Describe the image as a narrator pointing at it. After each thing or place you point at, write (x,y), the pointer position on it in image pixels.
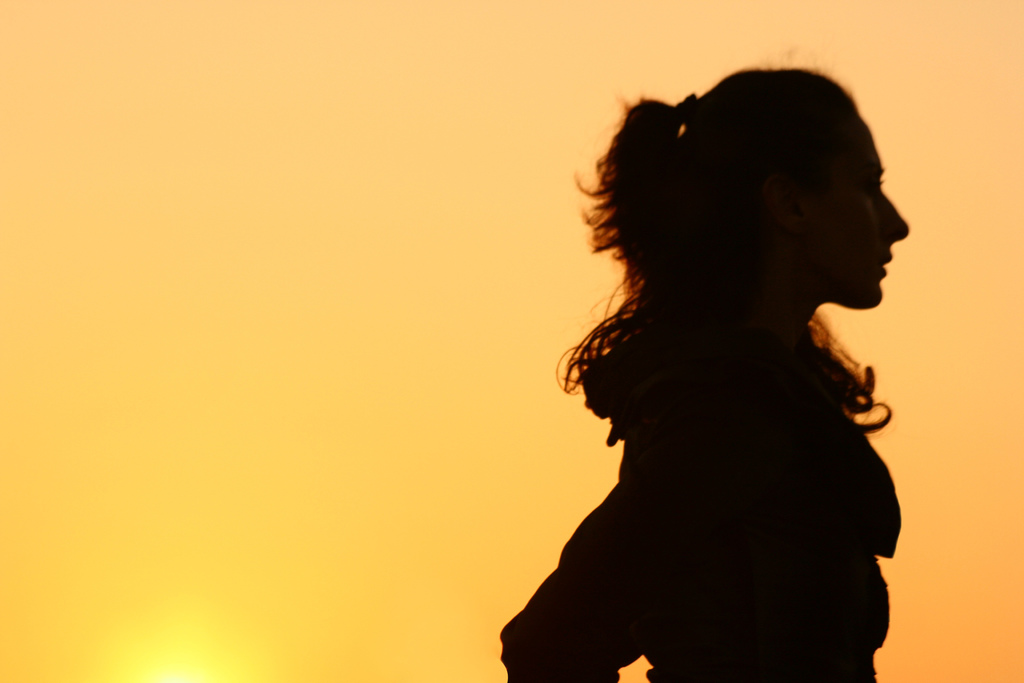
In this picture we can see a woman (742,521) standing here, in the background (411,254) there is the sky (305,217).
